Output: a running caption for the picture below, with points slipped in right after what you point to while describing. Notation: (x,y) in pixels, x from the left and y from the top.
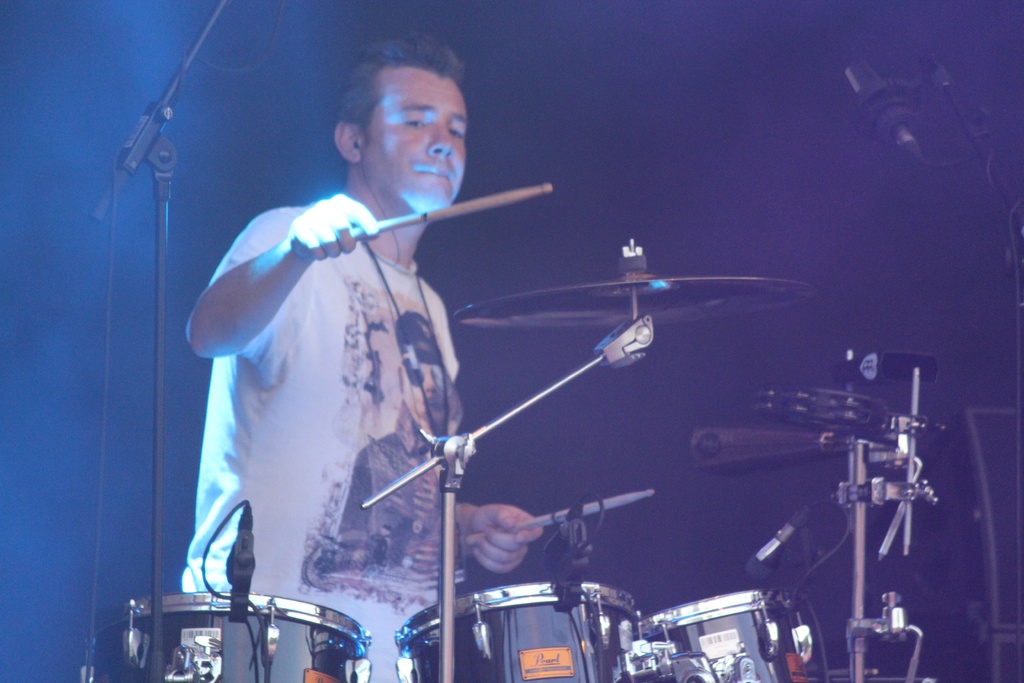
In the image there is a man (359,274) in white t-shirt (329,432) playing drum (334,669), this seems to be a concert.
